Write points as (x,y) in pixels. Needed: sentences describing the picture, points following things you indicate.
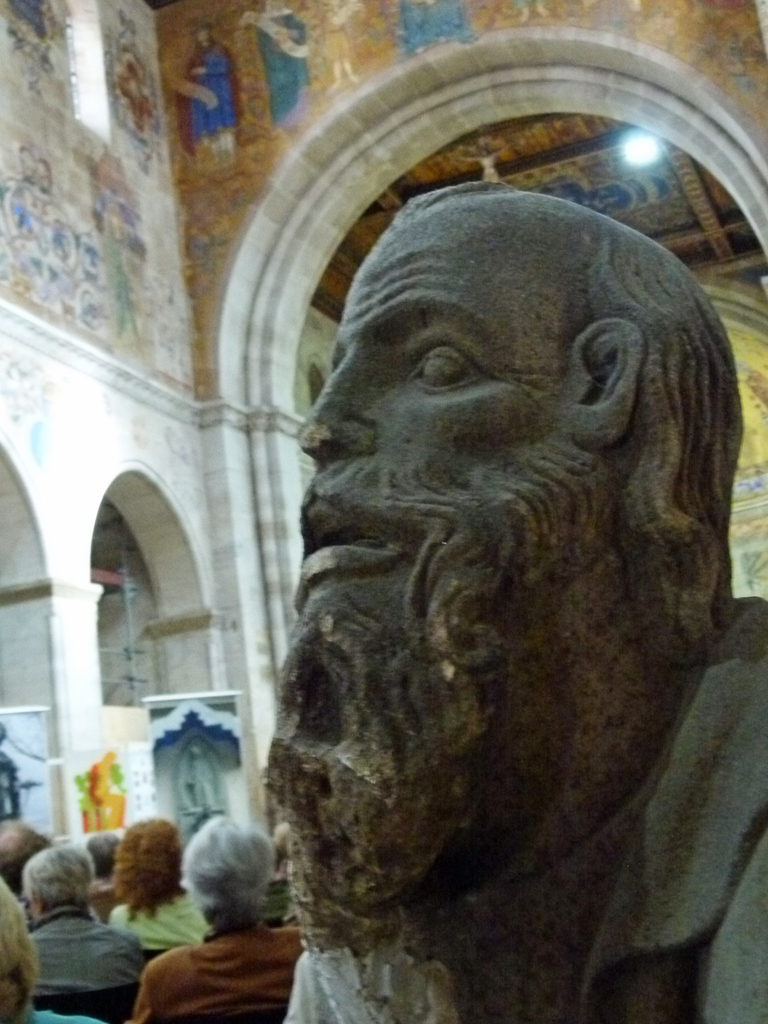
On the right side of the image (686,346) we can see statue (370,870). In the background (206,973) we can see persons (99,920), pillars (30,671), light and wall (163,228).
